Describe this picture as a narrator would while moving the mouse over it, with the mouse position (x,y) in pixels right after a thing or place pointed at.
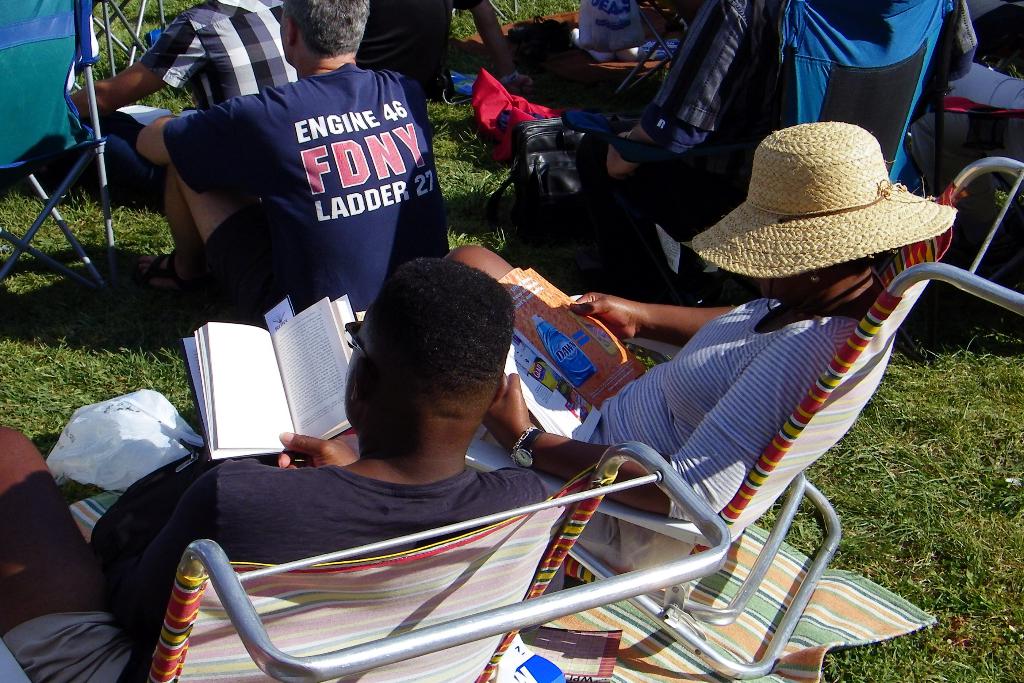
This is the picture taken in the outdoors, there are group of people (697,107) are sitting. There are two persons (538,451) are sitting on chairs (436,603) and reading a book (323,412).
